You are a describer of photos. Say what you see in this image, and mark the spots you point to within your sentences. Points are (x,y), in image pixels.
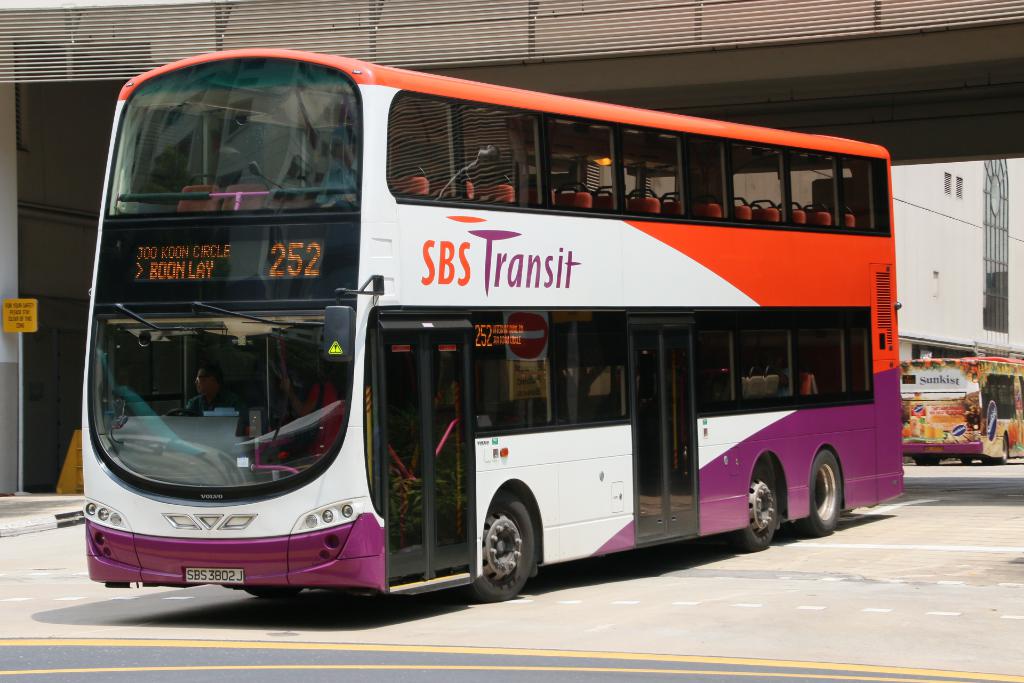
In this picture I can see buses (690,386) on the road (1023,487). Here I can see a person (215,394) is sitting in the bus (229,432) and something written on it. On the left side (28,306) I can see a yellow color board (14,327). On the right side (963,305) I can see a building (962,273).
